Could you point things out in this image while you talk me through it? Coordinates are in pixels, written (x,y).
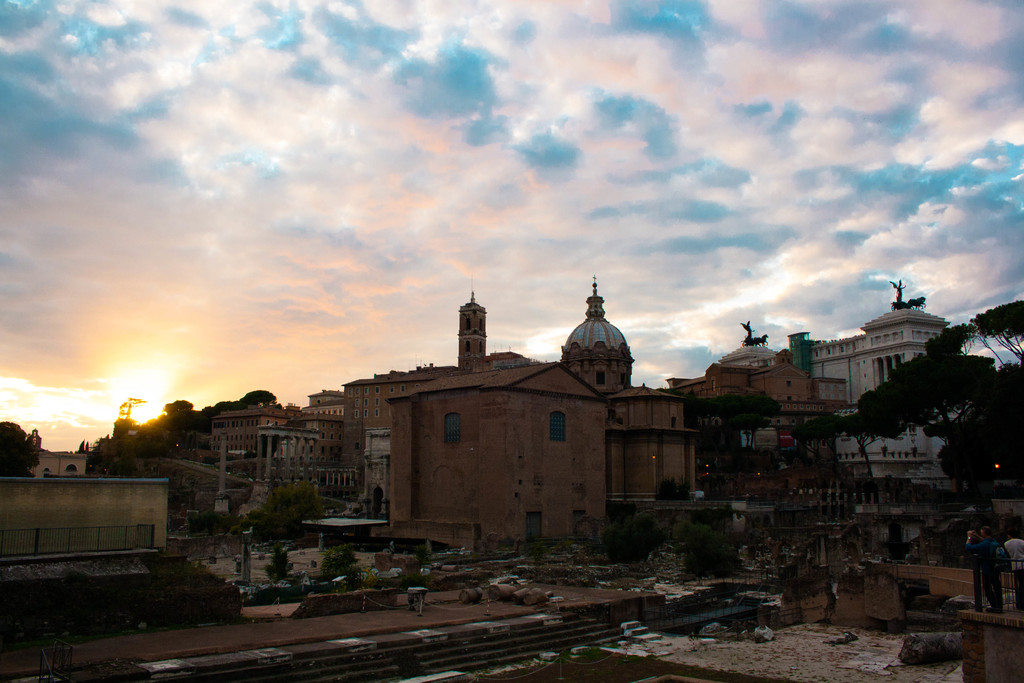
These are the buildings (519,419). This is a kind of a spire (602,334). I can see the sculptures (910,305), which are at the top of the building (852,342). These are the stairs (563,636). On the right side of the image (987,545), I can see two people (1007,550) standing. These are the trees (741,423). I can see the clouds (964,122) in the sky (842,151).
